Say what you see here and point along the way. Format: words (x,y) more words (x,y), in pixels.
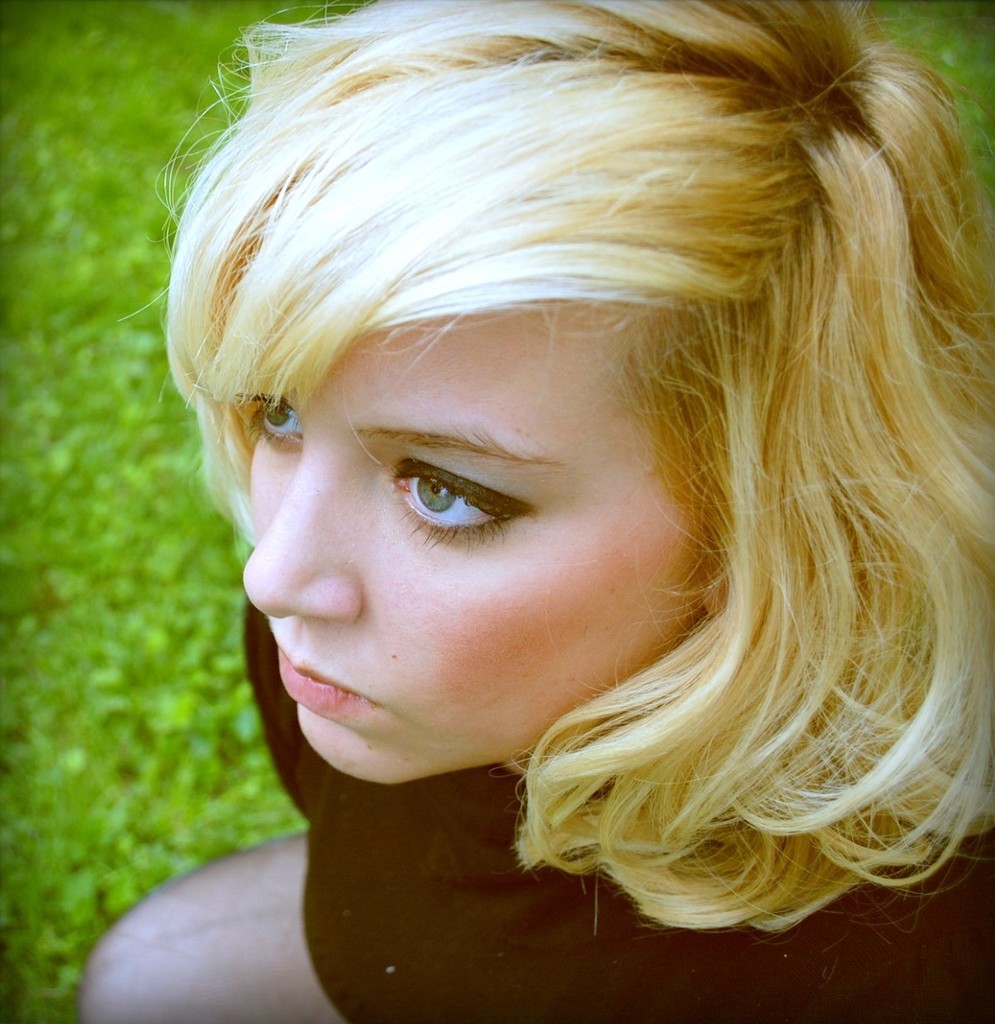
In this picture we can see a woman (129,992). In the background of the image (150,21) it is green.
